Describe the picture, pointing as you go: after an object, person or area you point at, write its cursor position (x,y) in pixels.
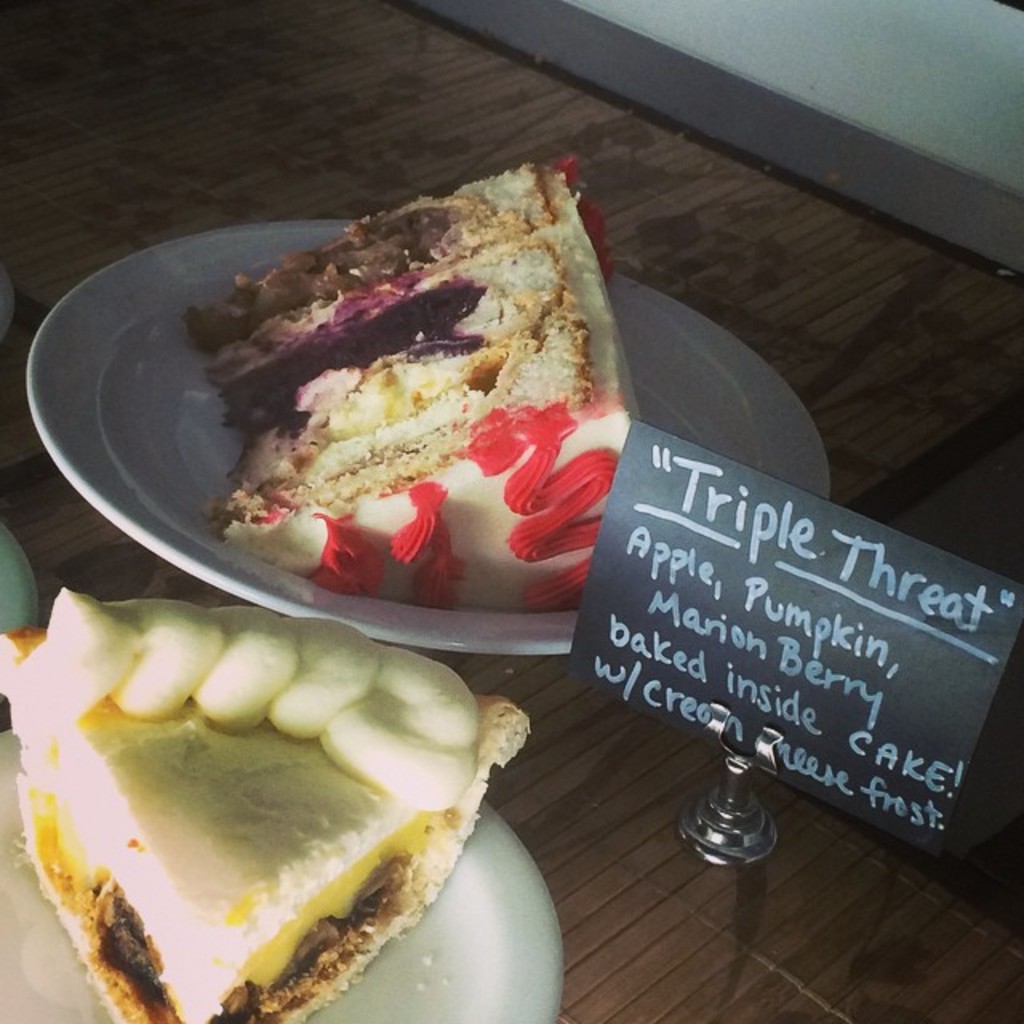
In this image there are plates (574,624) and a board (890,660) on a wooden surface (778,217). On the plates (486,927) there are slices of cake (357,492) and pie (60,730). There is text (748,628) on the board (885,623). In the top right (858,48) there is a wall (873,75).
